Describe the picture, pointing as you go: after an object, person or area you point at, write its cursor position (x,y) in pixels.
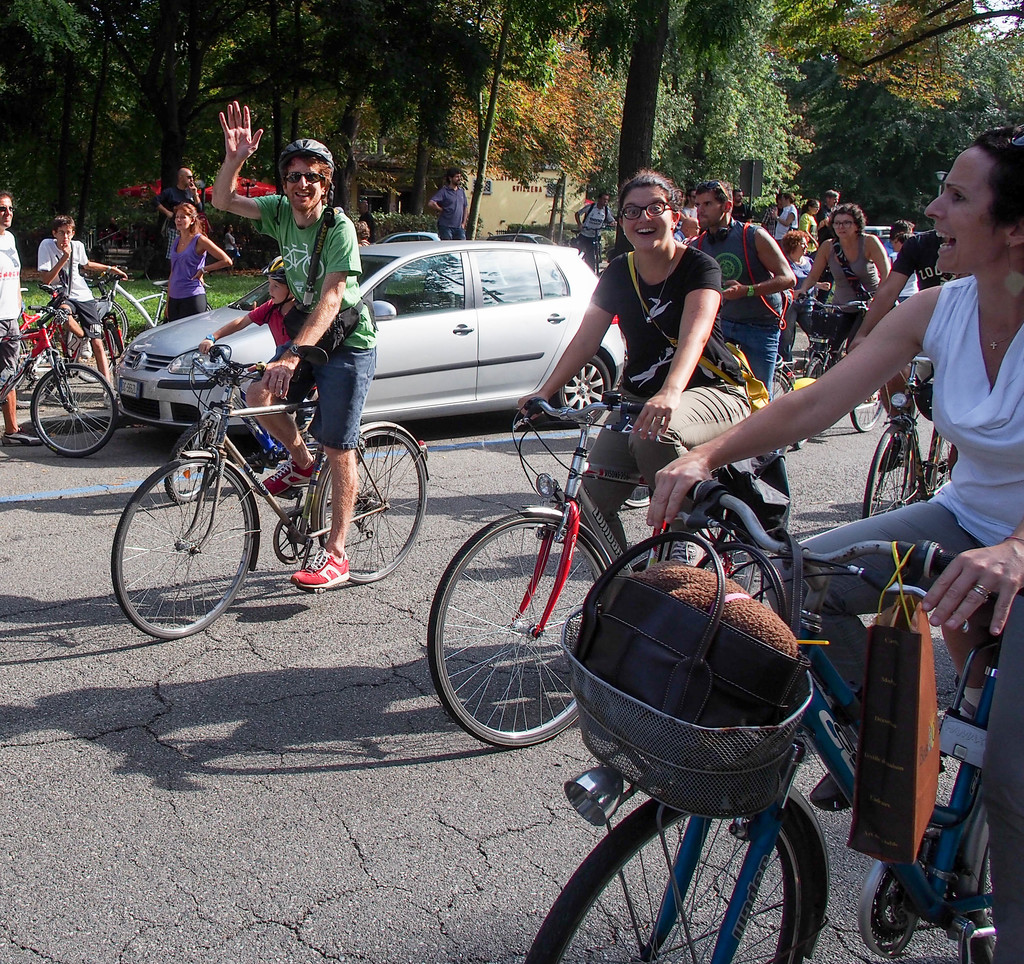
In this image some of persons (710,337) they are the cycles (544,683) on the ground (389,786) behind the person (345,475) the car (546,308) is parked behind the person (536,394) some trees (434,140) are there and background (877,153) is greenery (691,125).
